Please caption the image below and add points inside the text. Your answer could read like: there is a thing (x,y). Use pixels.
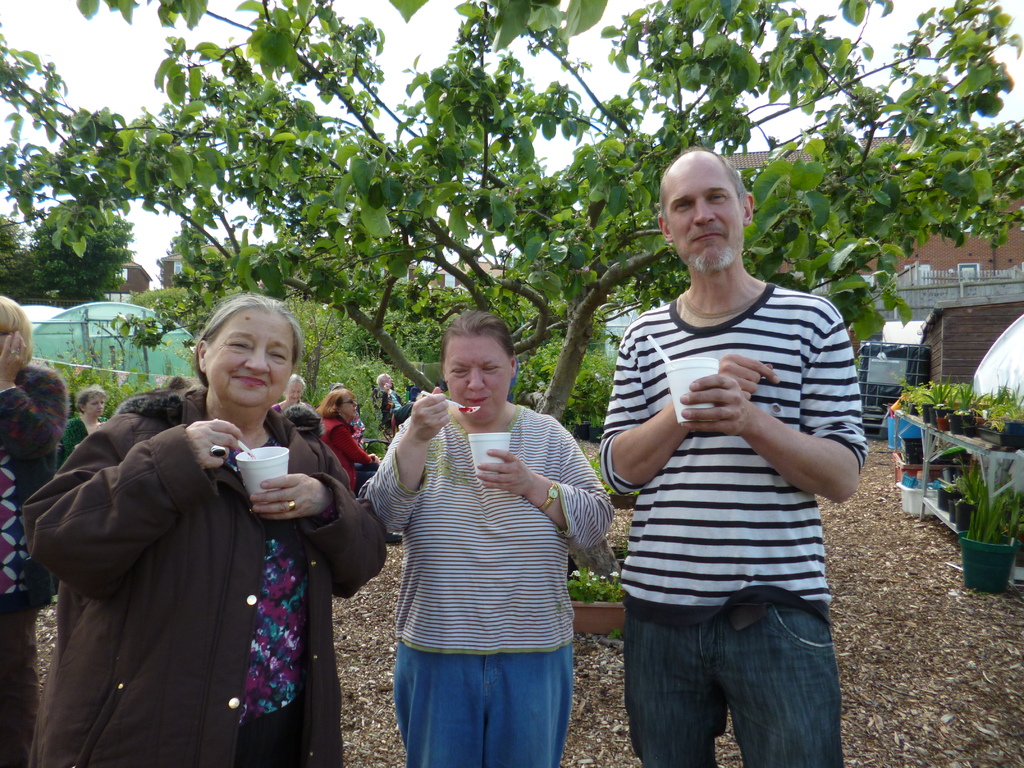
In the image in the center (521,490), we can see three persons (498,620) are standing and they are holding glasses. And we can see they are smiling, which we can see on their faces (489,384). In the background (382,175), we can see the sky (154,54), clouds (58,64), trees (643,306), plant pots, buildings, plants (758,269), few people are sitting etc.
